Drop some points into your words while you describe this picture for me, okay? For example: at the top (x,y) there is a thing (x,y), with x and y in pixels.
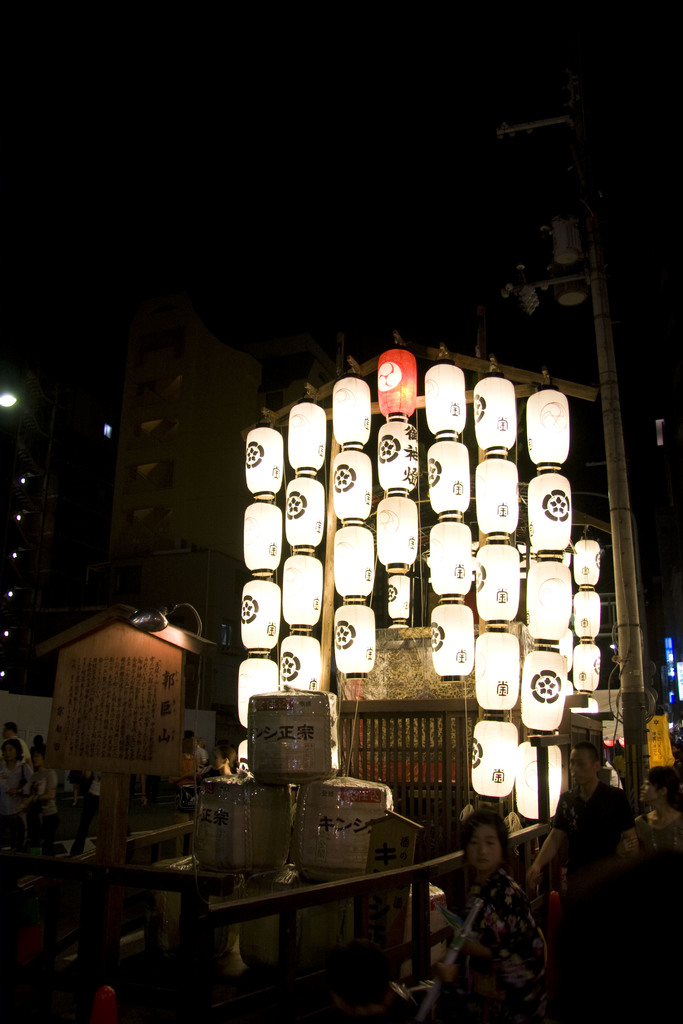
In this image I can see white color objects (349,566). Here I can see drums (279,863), fence (285,950), a board (119,725) which has something written on it and a pole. I can also see people (495,828) and other objects (416,627). The background of the image (575,330) is dark.
